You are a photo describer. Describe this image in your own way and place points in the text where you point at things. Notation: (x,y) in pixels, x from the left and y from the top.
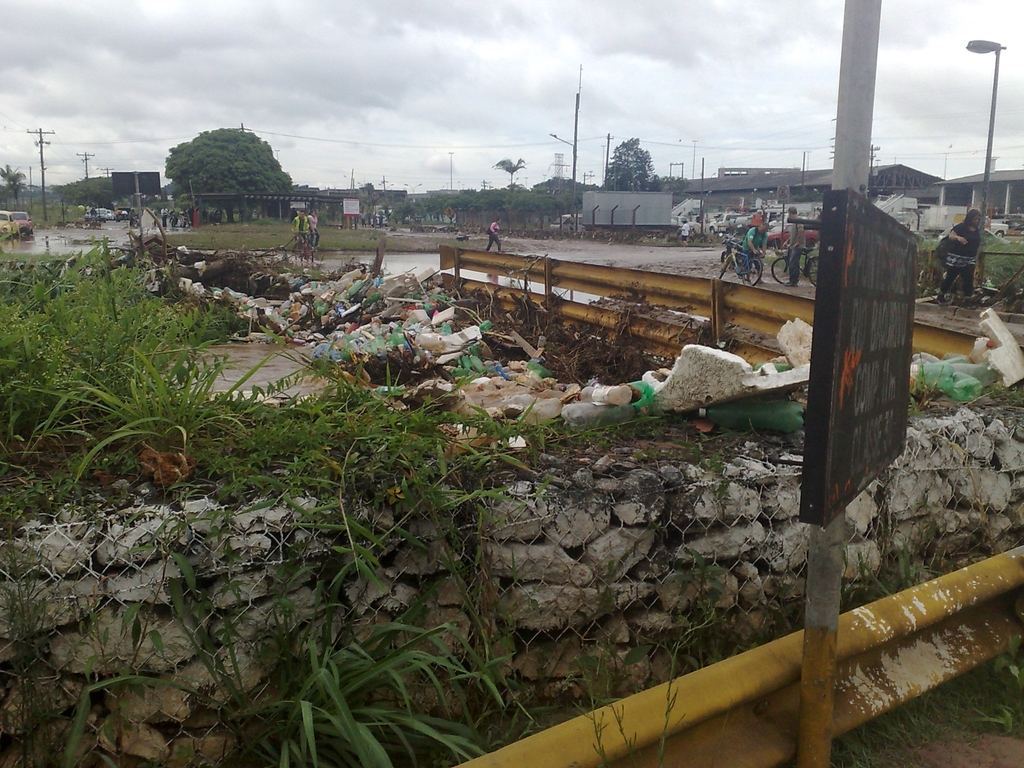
In this picture we can observe a fence (304,585) and a stone wall (659,527). There is yellow color railing (755,309). We can observe a black color board (870,374) fixed to this pole (845,114). There are some plants (184,407) and garbage (414,333). We can observe a road (602,251) here. There are some people (758,240) standing. In the background (229,172) there are trees (507,191) and buildings (728,188). There is a sky (337,84) with clouds (399,67).
